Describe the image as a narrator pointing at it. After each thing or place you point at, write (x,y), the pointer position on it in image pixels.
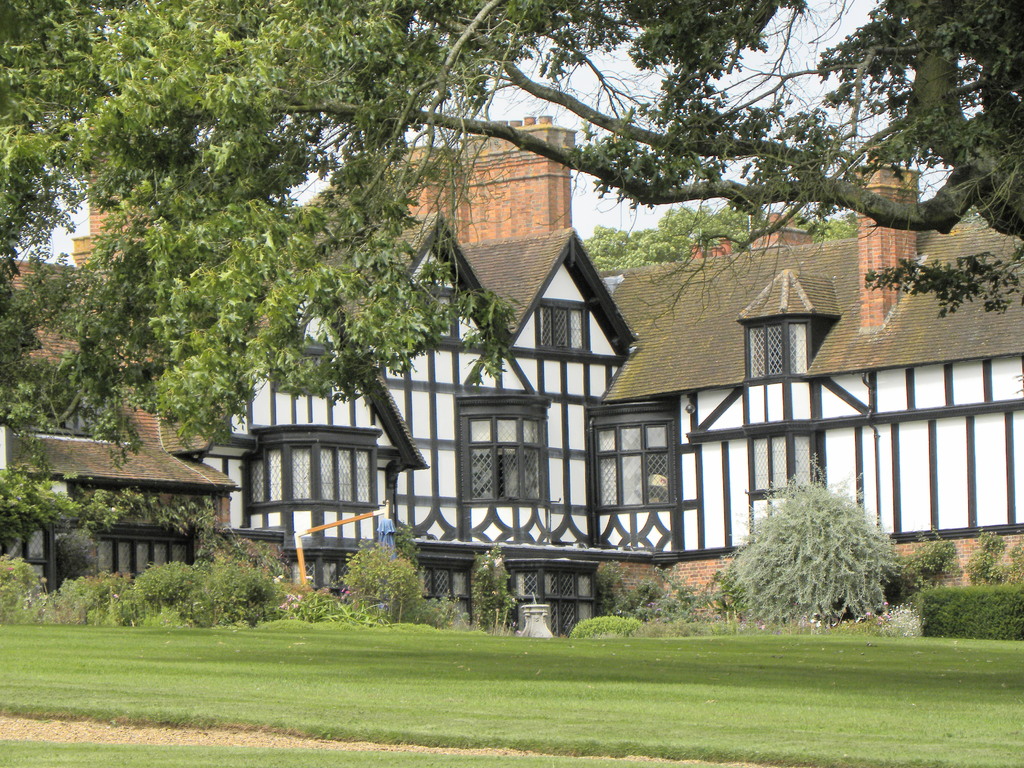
In this image we can see the buildings (615,327), in front of the buildings (429,544) we can see there are trees (807,517), grass (529,647) and rods (307,533). In the background (571,79), we can see the sky (743,60).
